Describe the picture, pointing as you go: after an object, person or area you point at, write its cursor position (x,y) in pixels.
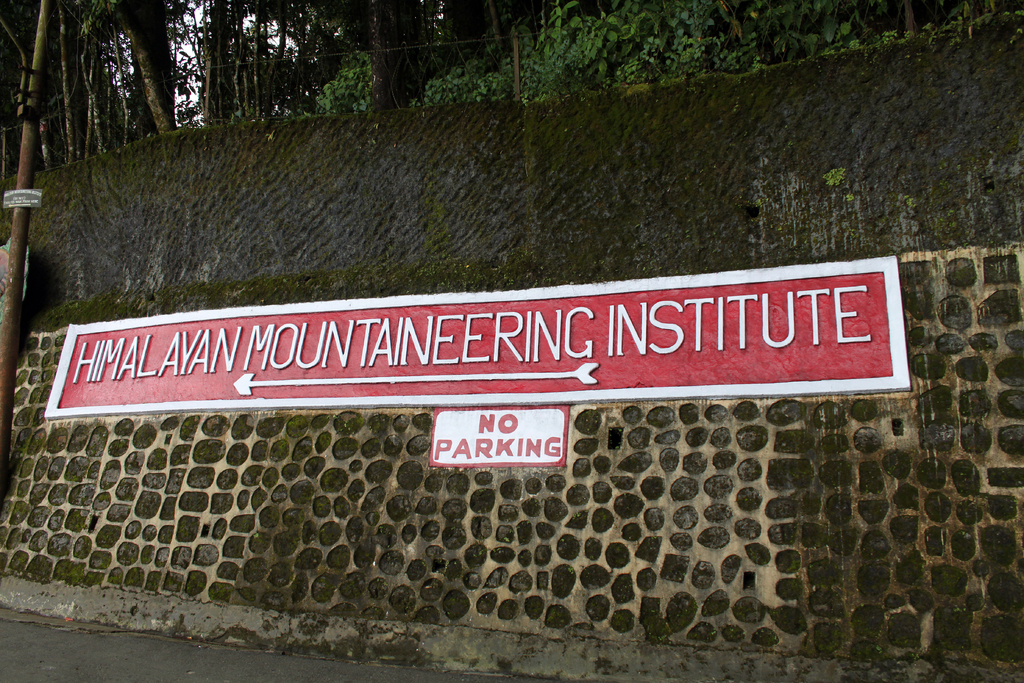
In this picture I can observe a wall (473,534). There is some text (97,373) on the wall (301,411). On the left side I can observe a pole (19,208). In the background (158,80) there are trees (454,14) and plants (661,20) on the ground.
